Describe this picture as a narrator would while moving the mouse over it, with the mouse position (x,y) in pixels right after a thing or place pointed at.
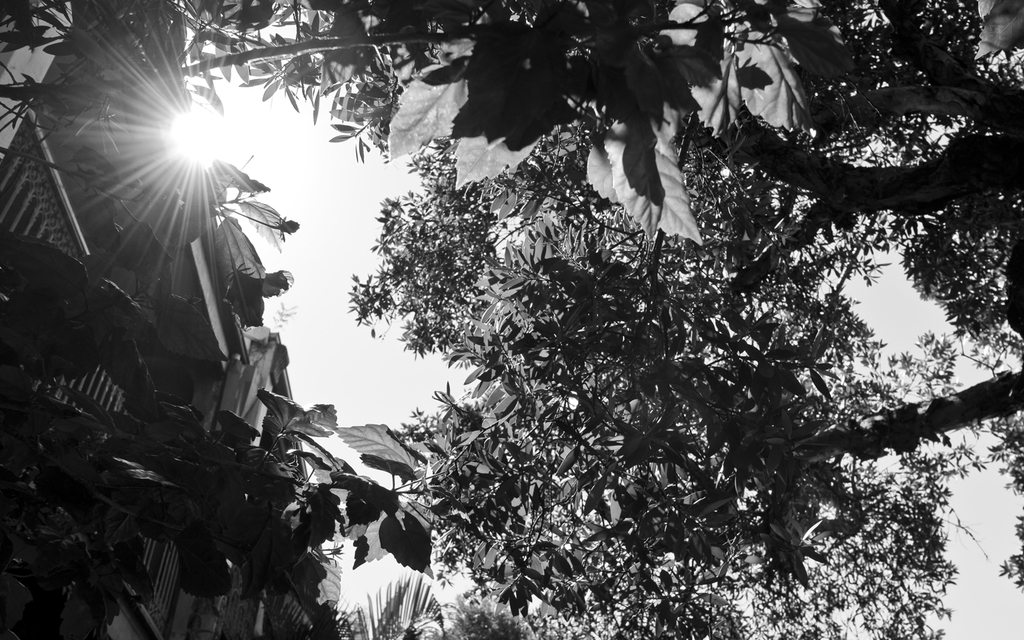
It is the black and white image in which there are trees (837,208) on the right side (761,308) and a building (229,354) on the left side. At the top (226,134) there are sun rays (198,129).
